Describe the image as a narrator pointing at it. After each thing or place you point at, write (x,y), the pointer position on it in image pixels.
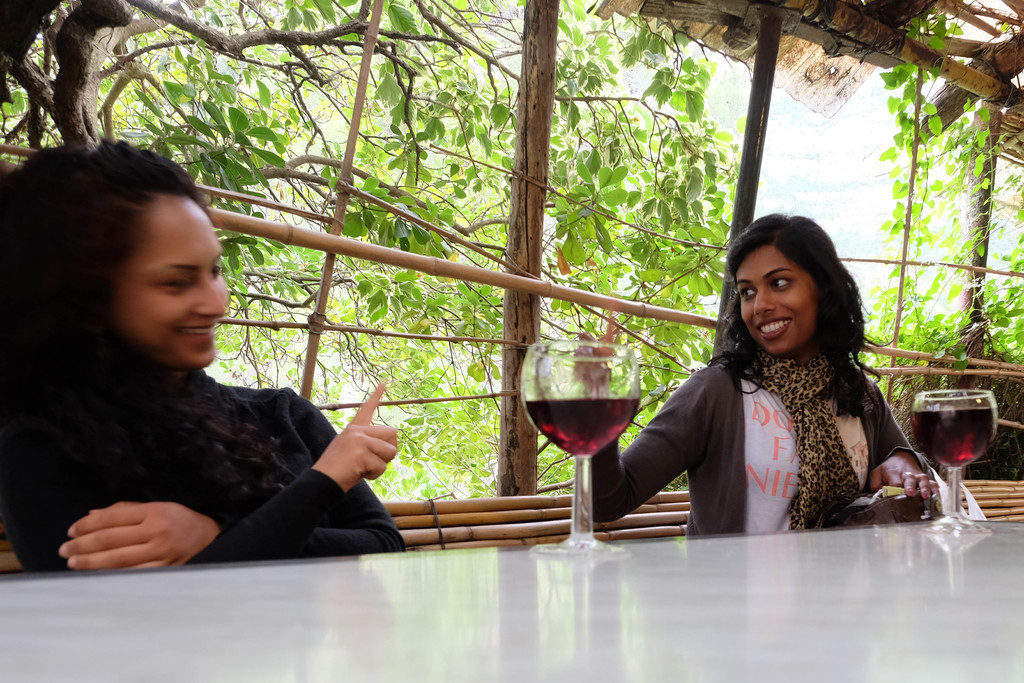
In this picture there are two women (295,439) who are sitting in the chair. There are two glasses (544,406) on the table (624,662). There is a red wine (584,414) in the glasses (962,467). There are wooden sticks (502,517) and some trees (488,208) at the background (567,191).
